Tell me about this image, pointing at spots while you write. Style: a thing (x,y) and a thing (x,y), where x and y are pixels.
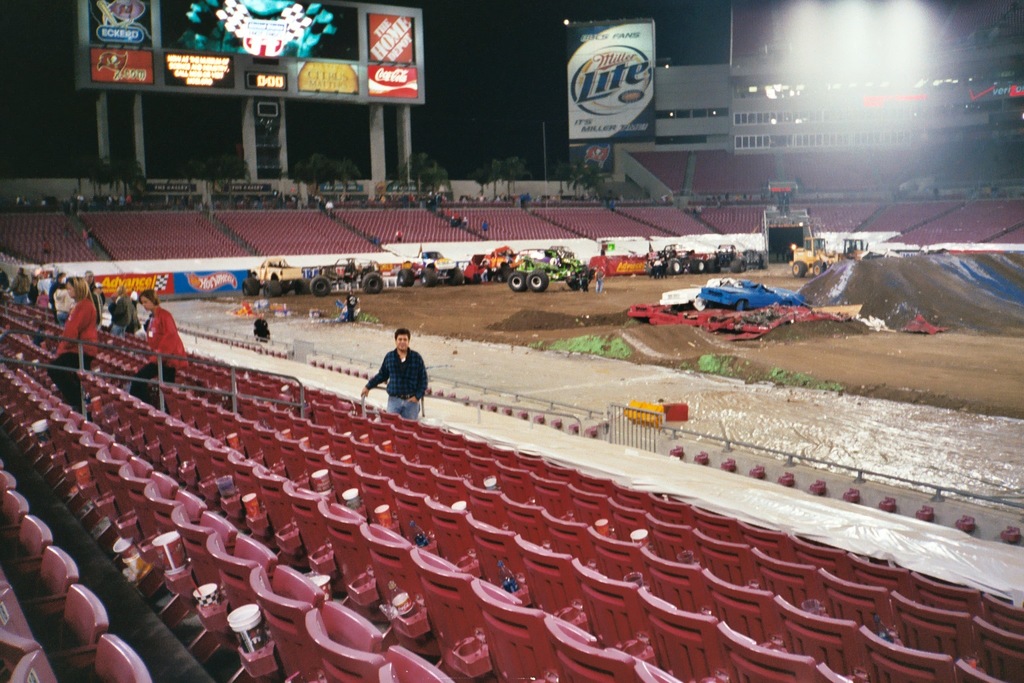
In this image there are few vehicles (734,281), few objects (677,291) near the sand (790,336), there are few people (127,313) in which some of them are in the stands (245,579), a screen (210,84) with symbols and text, a banner (617,58), a building (905,120), few trees (203,180) and lights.
